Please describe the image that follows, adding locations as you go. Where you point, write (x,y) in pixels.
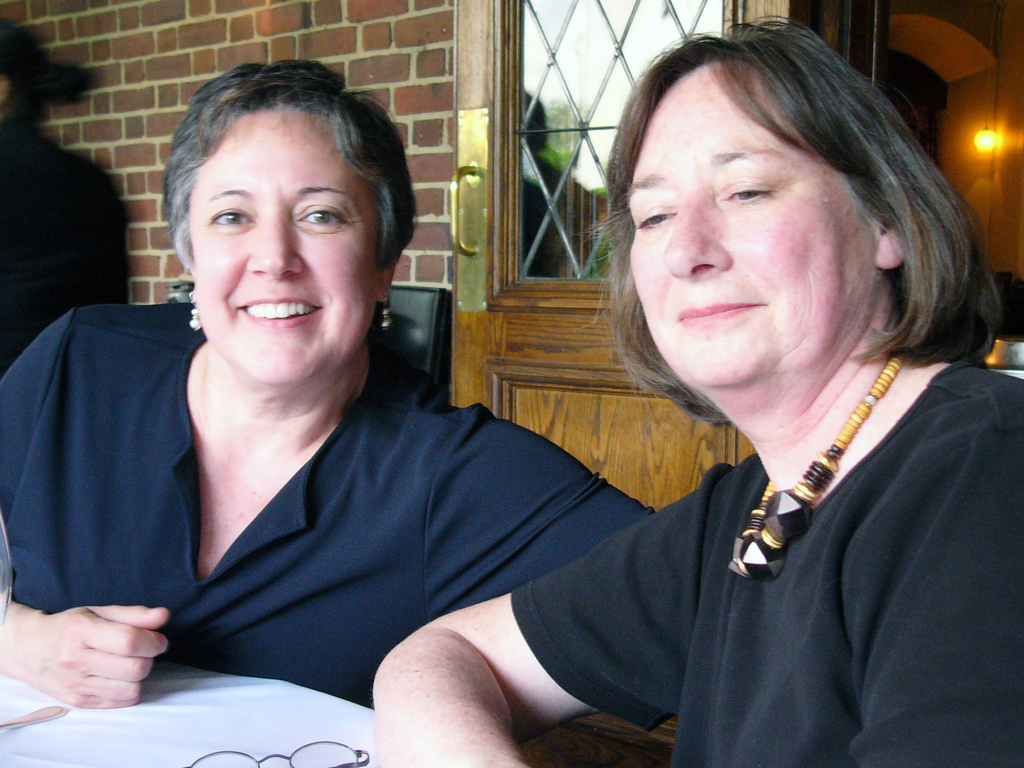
In this image there are two women (306,413) sitting with a smile on their face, in front of them there is a table (194,737). On the table (190,721) there is a spoon (37,714) and spectacles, behind them there is a person (77,230) standing. In the background (431,38) there is a wall (442,54) of a building (437,27) and an open door (595,71), from the door (590,58), we can see there is a lamp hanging on the wall (953,159).
